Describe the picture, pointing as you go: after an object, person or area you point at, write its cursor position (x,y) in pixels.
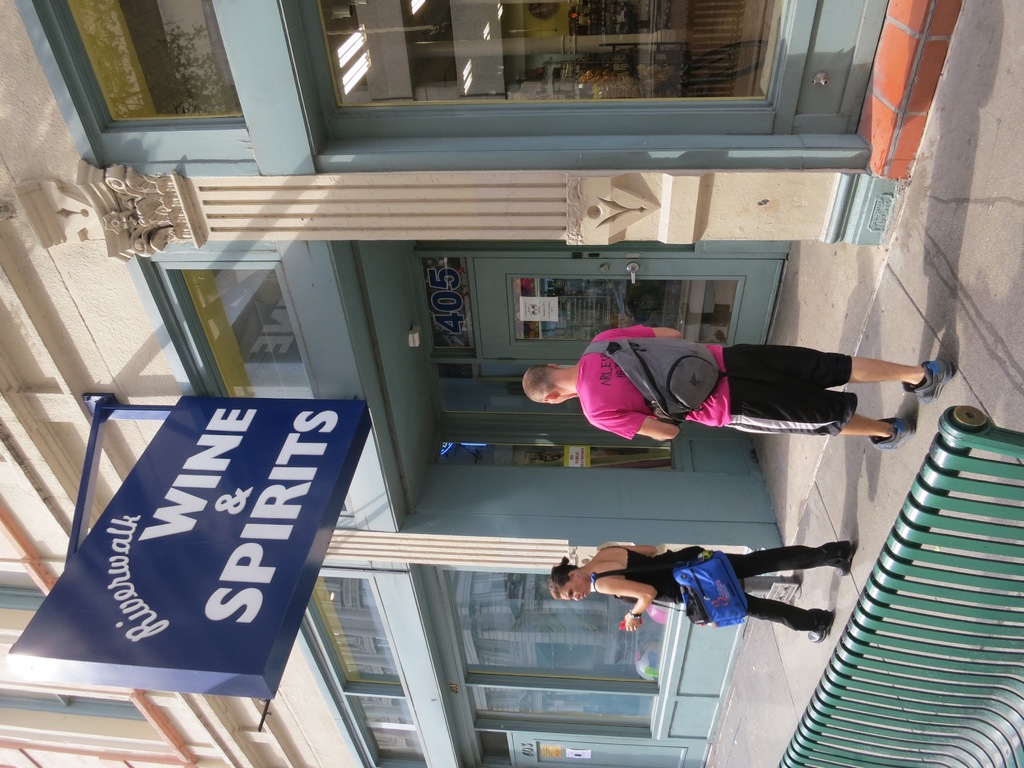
In this image people (762,418) are walking on the pavement (771,445) having a bench (891,682). They are carrying the bags (656,405). A board (261,553) is attached to the wall (76,259) of a building (339,399). There is some text (246,576) on the board (214,592).
